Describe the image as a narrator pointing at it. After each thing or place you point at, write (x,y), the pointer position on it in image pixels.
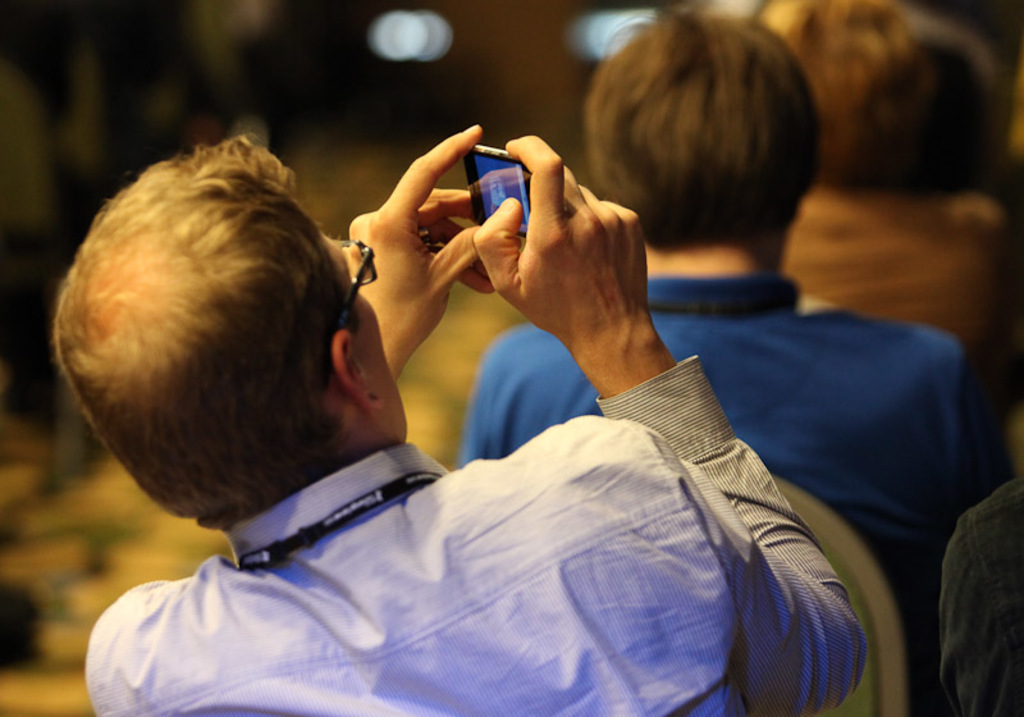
In the image there is a man (357,540) in blue shirt (404,525) holding a cellphone (522,173) and behind him there are few other persons (849,323) sitting.
